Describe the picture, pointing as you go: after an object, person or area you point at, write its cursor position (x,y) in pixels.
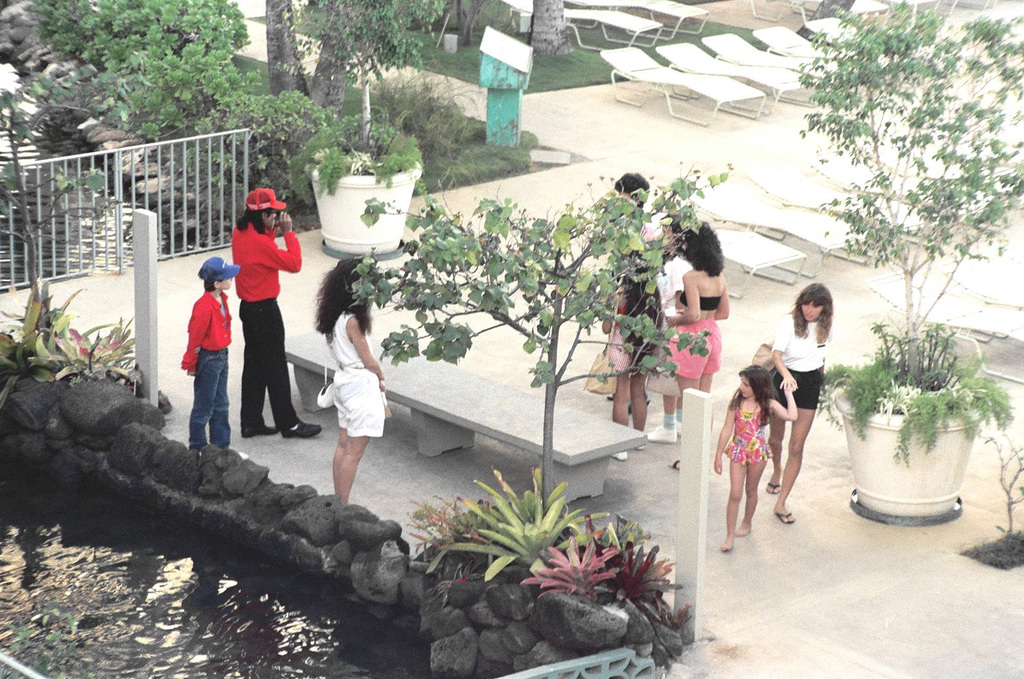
In this image we can see a group of people (274,213) standing on the ground (514,486). We can also see the water (202,599), a wall (493,614) built with stones (464,587), some plants (508,559), some plants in the pots (348,233), a metal fence (192,244) and a bench (570,479). At the top of the image (333,94) we can see the bark (332,72) of the trees (336,106), some grass (377,92), a pathway (619,162), a group of trees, a trash bin (497,121) and a group of benches (739,75) which are placed on the surface (653,130).
